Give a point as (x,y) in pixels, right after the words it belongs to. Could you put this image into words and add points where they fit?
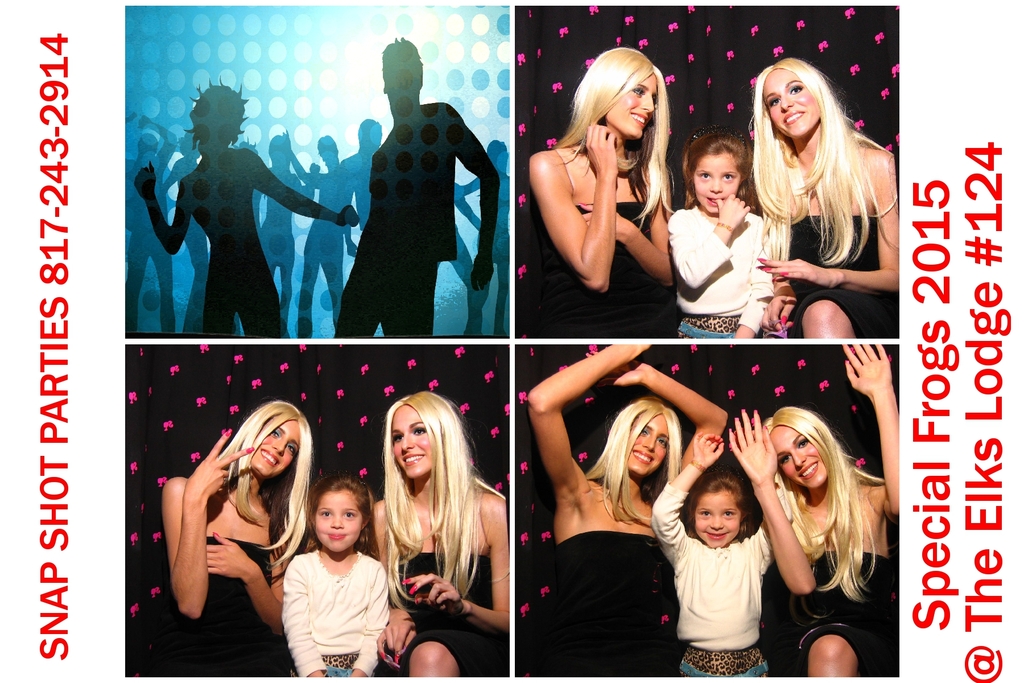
This is a collage image of a few people (714,271) with a smile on their face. On the left (53,414) and right side of the image (993,477) there is some text (997,495).
